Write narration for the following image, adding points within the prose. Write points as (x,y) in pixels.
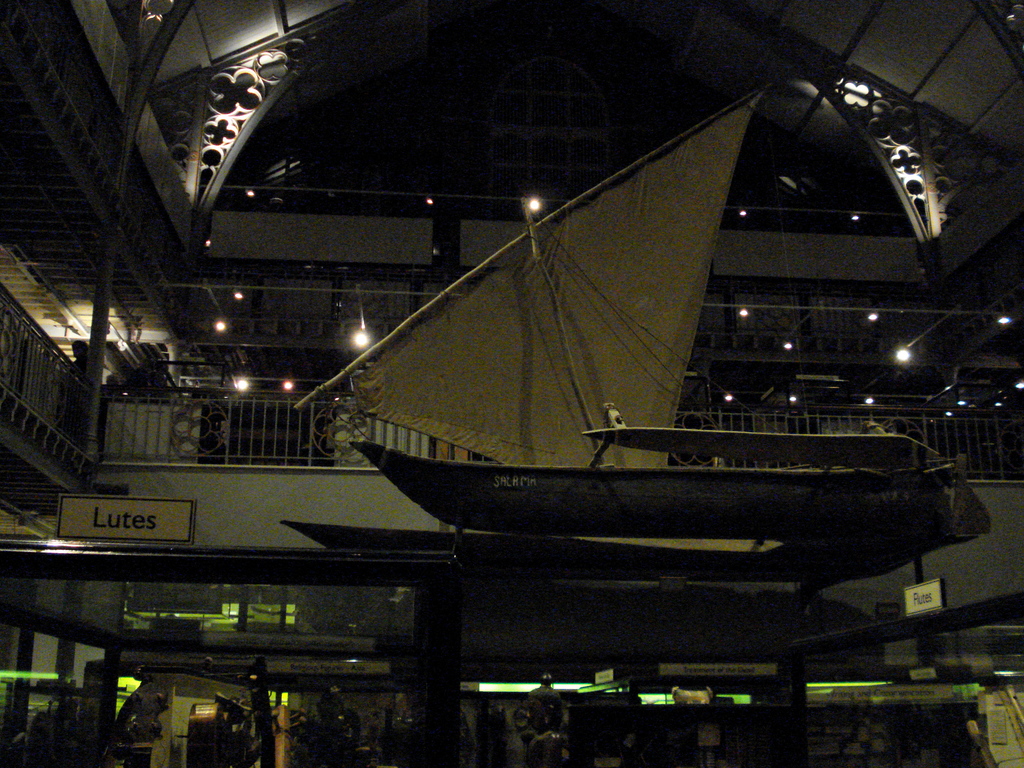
This is the inside picture of the building (991,352). In this image there is a structure of a boat (650,467). There is a metal fence (252,421). There are lights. There are name plates (182,517) and there are display cases (628,701).
